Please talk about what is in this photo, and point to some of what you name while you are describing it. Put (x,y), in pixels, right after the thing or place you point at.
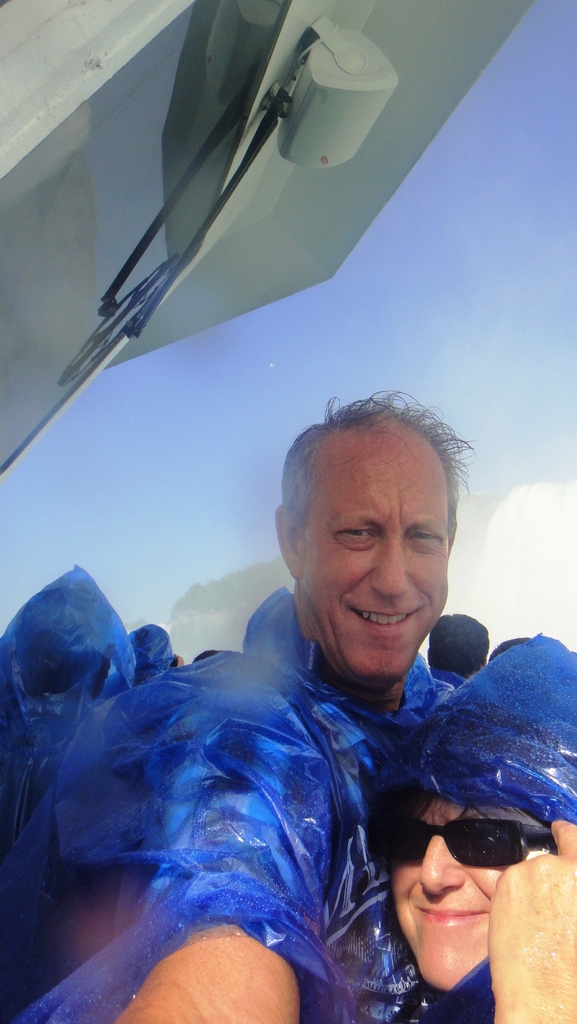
In this image I see 2 persons (81,989) over here who are smiling and I see that this person (442,855) is wearing shades (466,859) and I see there are few more people (48,625) in the background (65,612) and few of them are wearing blue color raincoats (32,635) and I see the blue sky (529,121) and I see the white color thing (120,326) over here.
